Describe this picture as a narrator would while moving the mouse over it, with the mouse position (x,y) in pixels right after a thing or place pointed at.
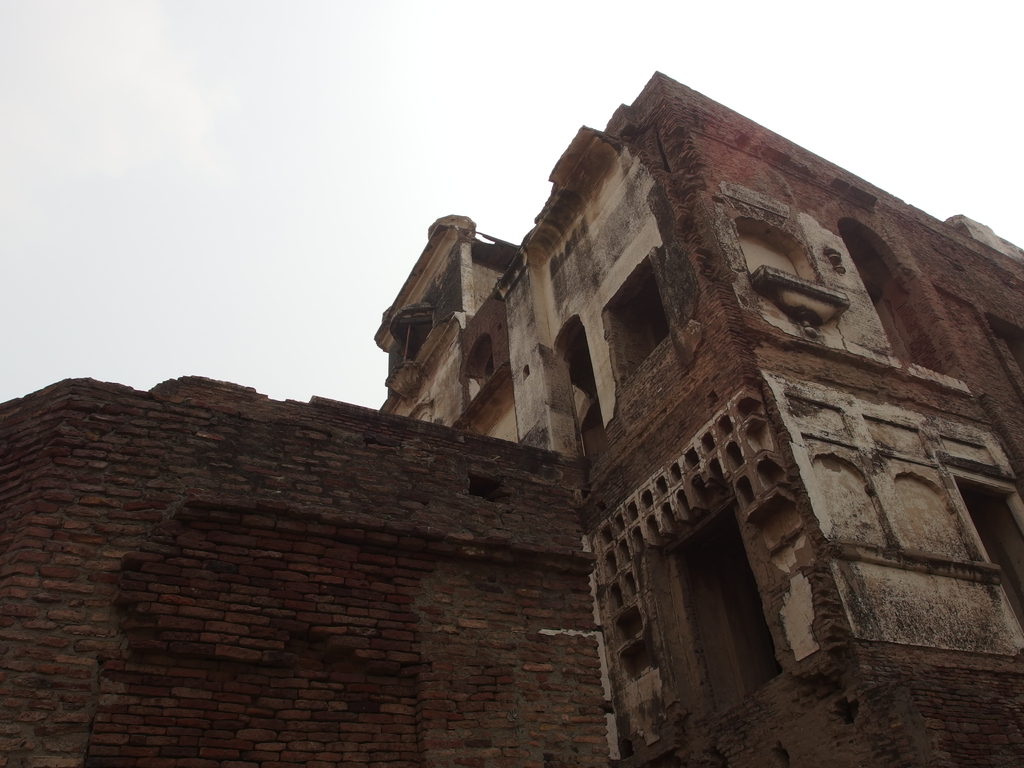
In this picture there is an old building (427,322) on the right side of the image (726,456) and there is a wall (170,511) on the left side of the image (248,571).
